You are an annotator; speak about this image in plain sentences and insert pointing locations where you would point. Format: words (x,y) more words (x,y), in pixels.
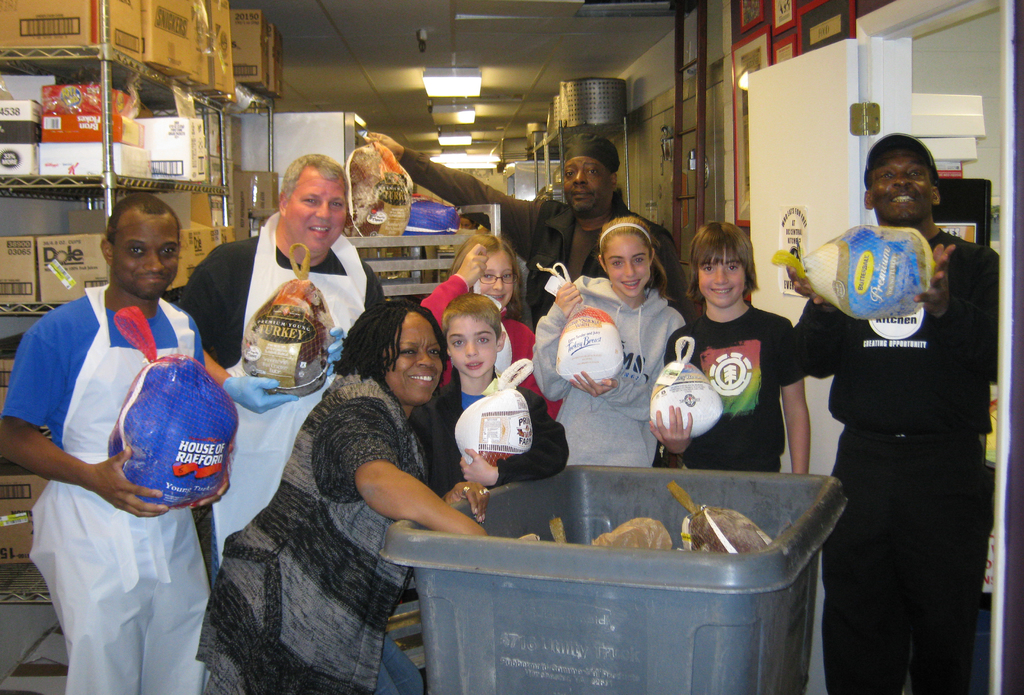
Here people (534,382) are standing holding objects (668,399), here there are boxes (143,128) in the shelf (269,126), there is roof (505,108) with the lights (475,159), this is door (803,100).
